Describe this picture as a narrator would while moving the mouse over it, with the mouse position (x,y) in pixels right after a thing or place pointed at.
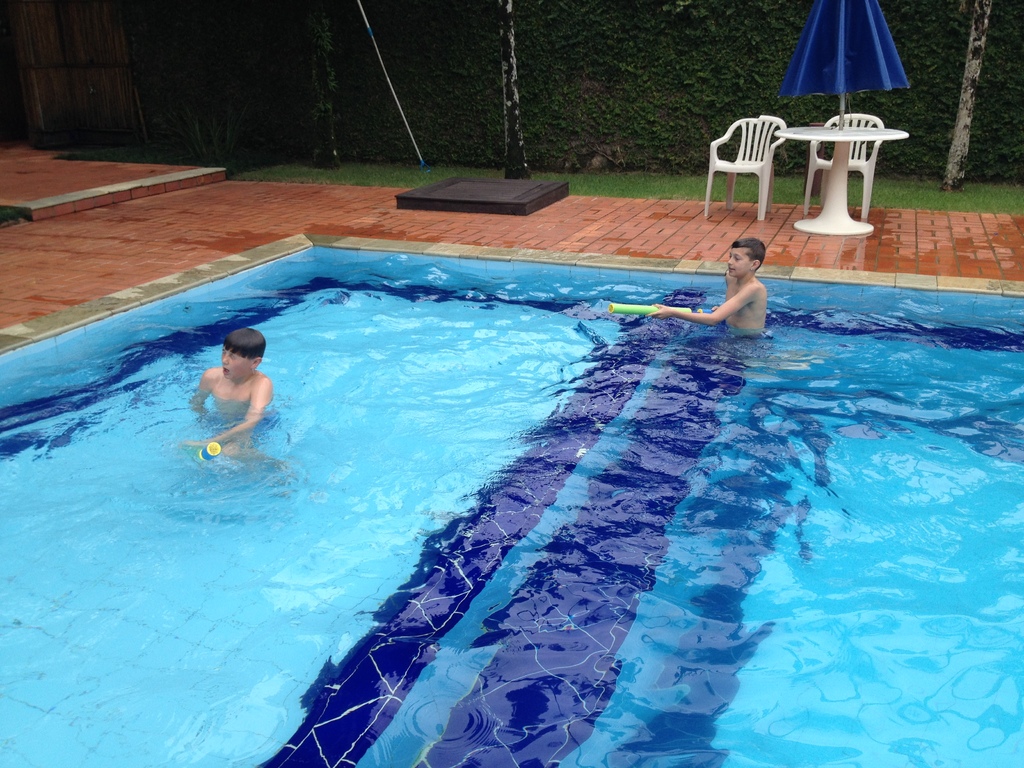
The picture is clicked near a pool (838,304), here we observe two kids (744,291) playing in a blue color pool (575,477). In the background (764,166) we can see two chairs (752,158) and a blue umbrella (841,63). There is so much vegetation (741,80) in the background (619,90).
